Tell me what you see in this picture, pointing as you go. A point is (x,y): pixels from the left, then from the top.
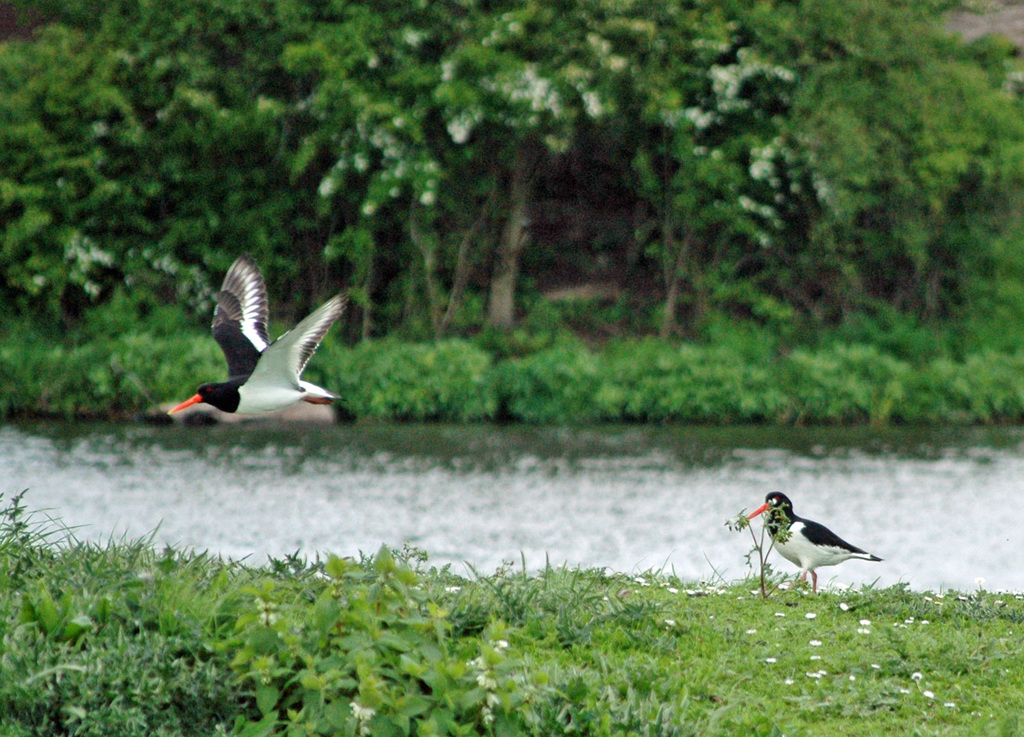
In this picture we can see few birds (245,352), grass (562,594), plants (422,555) and water (398,512), in the background (275,235) we can find few trees (273,166).
